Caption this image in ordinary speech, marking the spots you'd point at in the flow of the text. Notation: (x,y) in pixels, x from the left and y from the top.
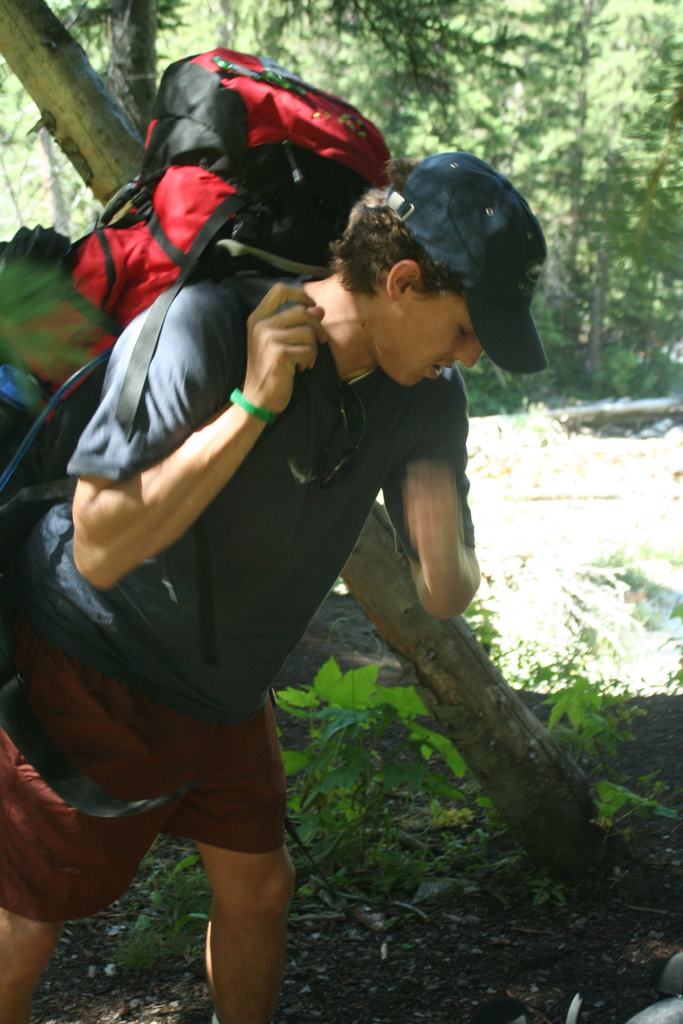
In this image we can see a person (230,671) wearing a bag (102,274). In the background of the image (130,61) there are trees (50,47). At the bottom of the image (439,980) there is soil (351,987), plants (403,871).
